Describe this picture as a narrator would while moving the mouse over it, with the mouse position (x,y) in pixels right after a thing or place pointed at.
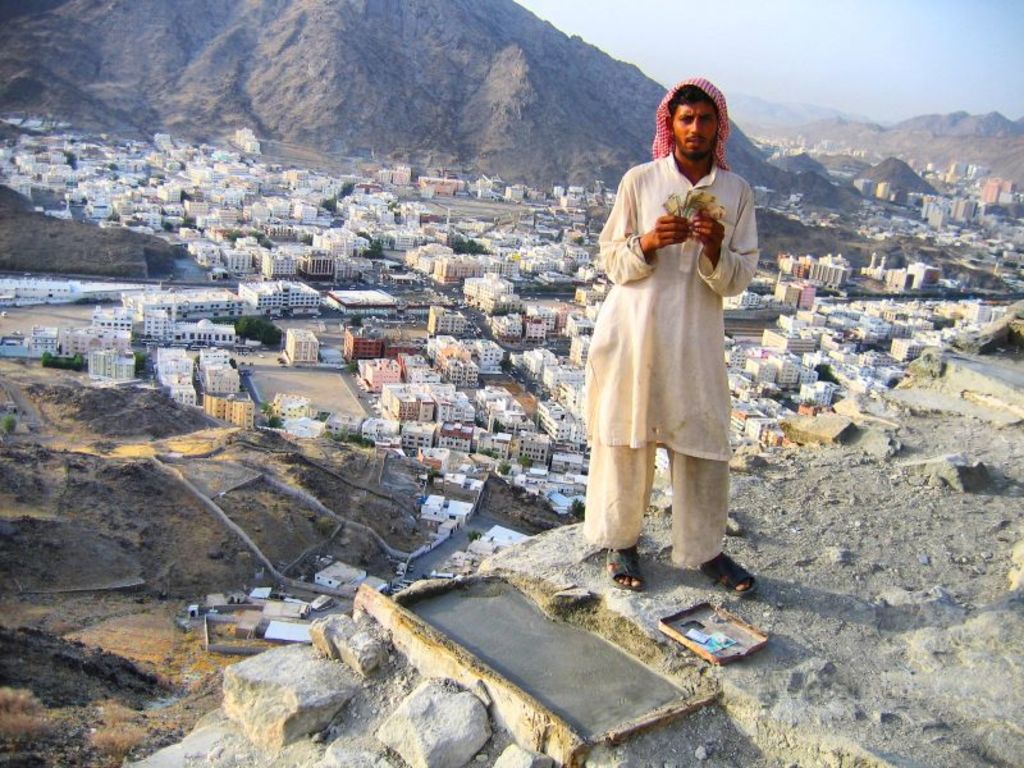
In this image there is a person (710,280) standing. He is holding an object (715,203). There are buildings (211,352) on the land (133,383). Background (217,77) there are hills (819,127). Right top there is sky (835,52).
